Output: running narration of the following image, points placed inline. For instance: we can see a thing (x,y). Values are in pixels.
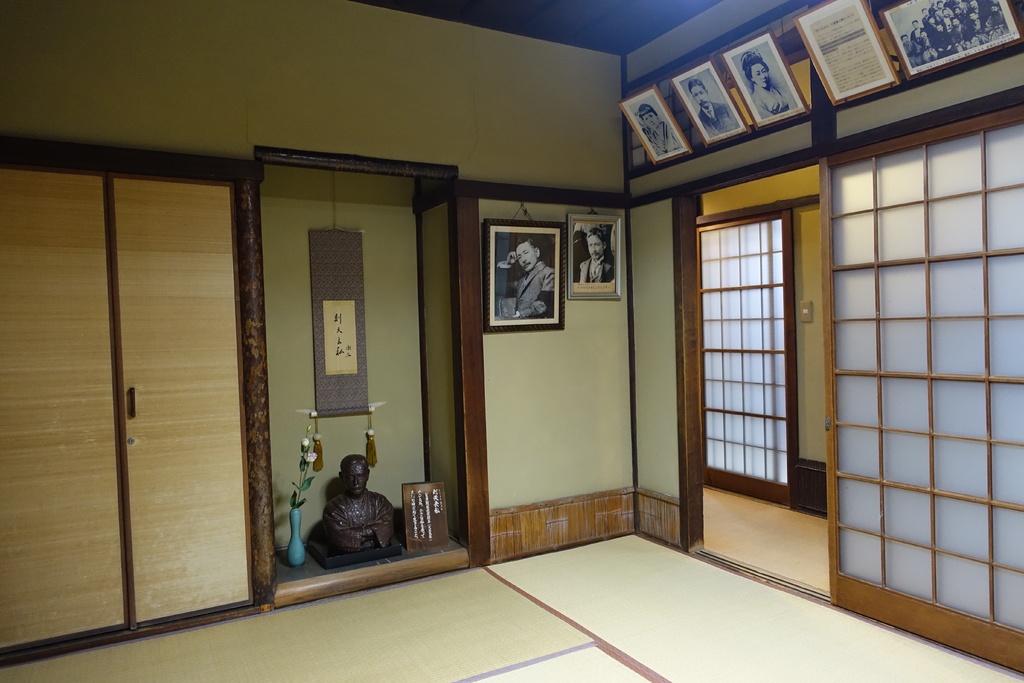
This picture describes about inside view of a room (547,291), in the middle of the image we can see a sculpture (344,538), beside the sculpture (326,511) we can find a flower vase (295,534), in the background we can find few frames (539,294) on the wall (417,316).
